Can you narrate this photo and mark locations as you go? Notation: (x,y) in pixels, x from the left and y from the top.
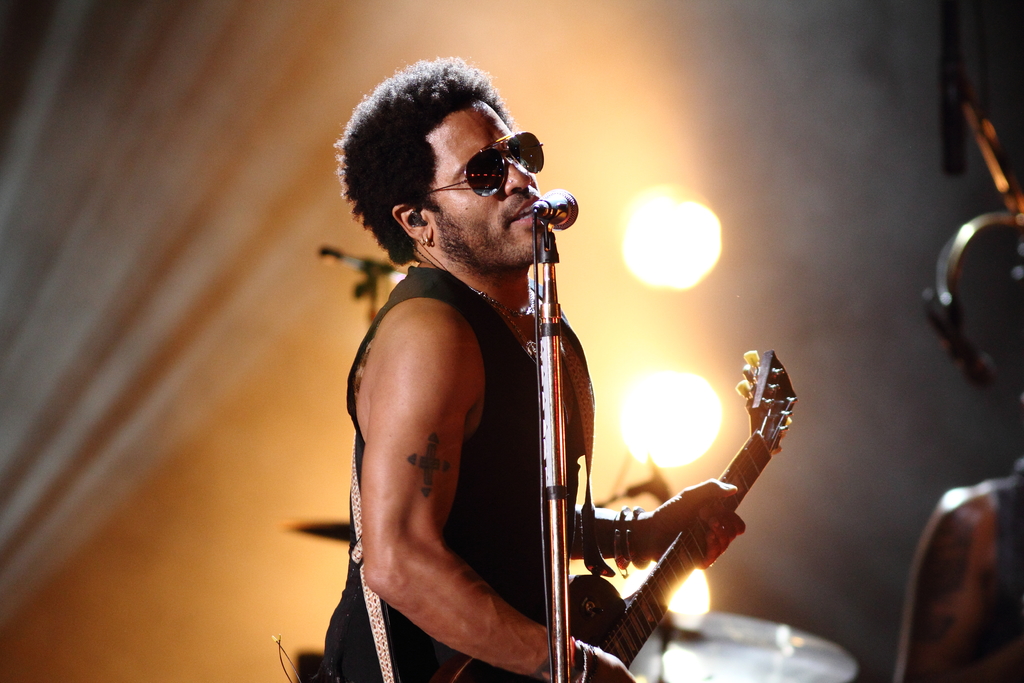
In this image we can see a man (529,312) standing and playing guitar (600,598). There is a mic (536,249) in front of him through which he is singing. In the background (697,359) we can see show lights (663,376).
